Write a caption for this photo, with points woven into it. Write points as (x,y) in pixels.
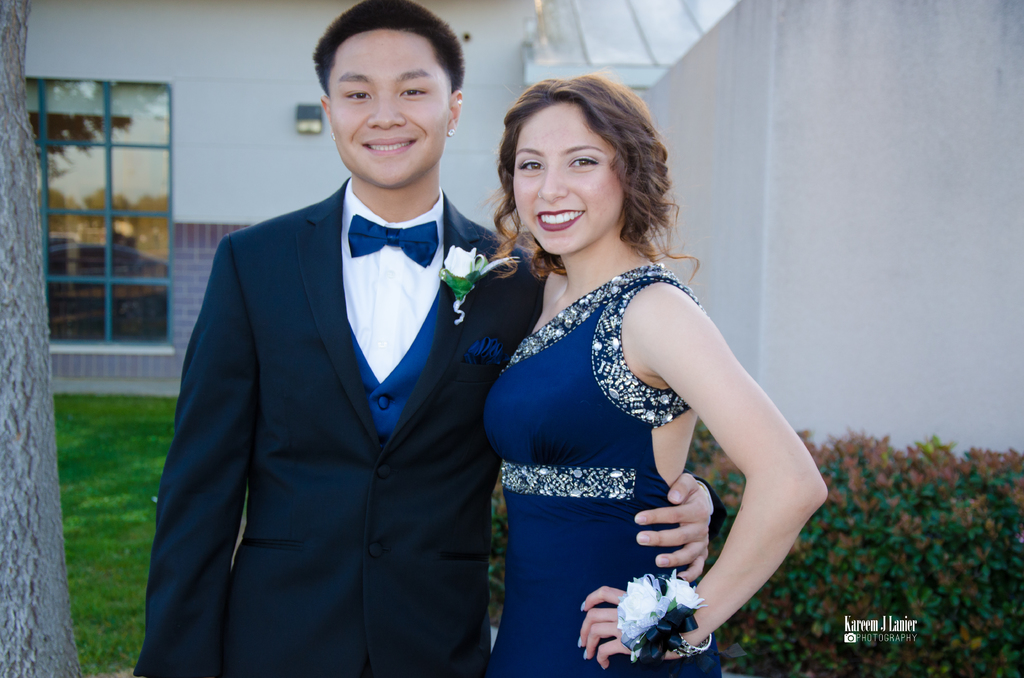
This picture is clicked outside. On the right (715,586) there is a woman (512,195) wearing blue color dress (577,458), smiling and standing. On the left (303,295) there is a man (375,287) wearing suit (398,384), smiling and standing. In the background (963,529) we can see the plants (892,505), green grass (93,498), trunk (24,132) of a tree (25,182) and a building (288,39) and we can see the window (132,206) of the building (302,181). At the bottom right corner (860,625) there is a text (878,625) on the image.
